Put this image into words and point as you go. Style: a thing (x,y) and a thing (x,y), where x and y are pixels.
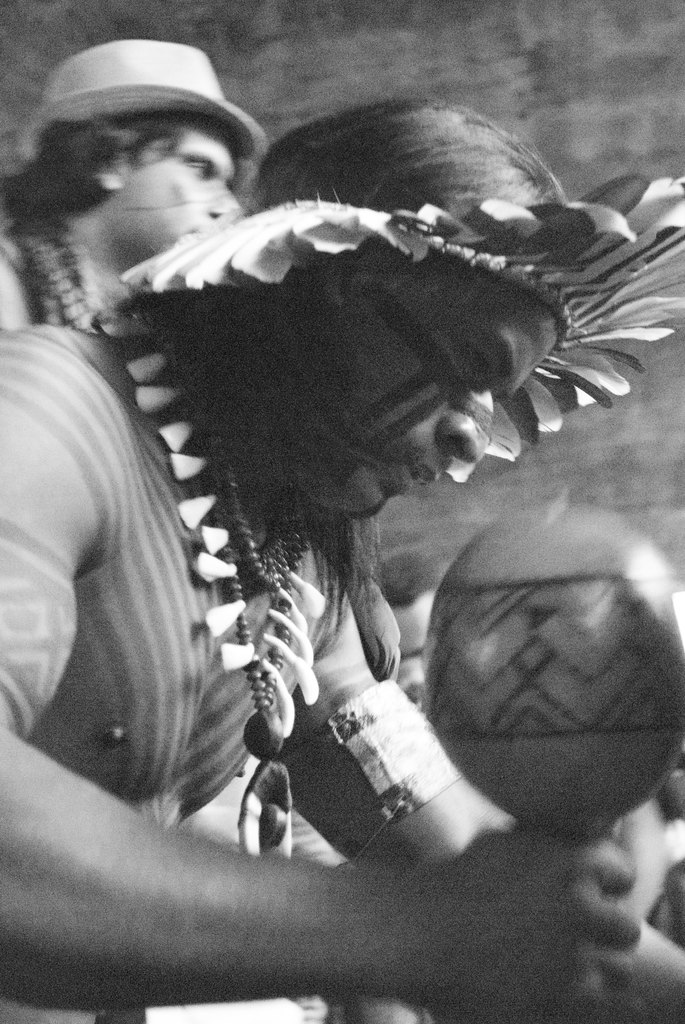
In this image we can see tribals (192,448). The man (164,447) in the center (355,679) is holding an object (438,681). In the background (418,70) there is a wall (438,76).
